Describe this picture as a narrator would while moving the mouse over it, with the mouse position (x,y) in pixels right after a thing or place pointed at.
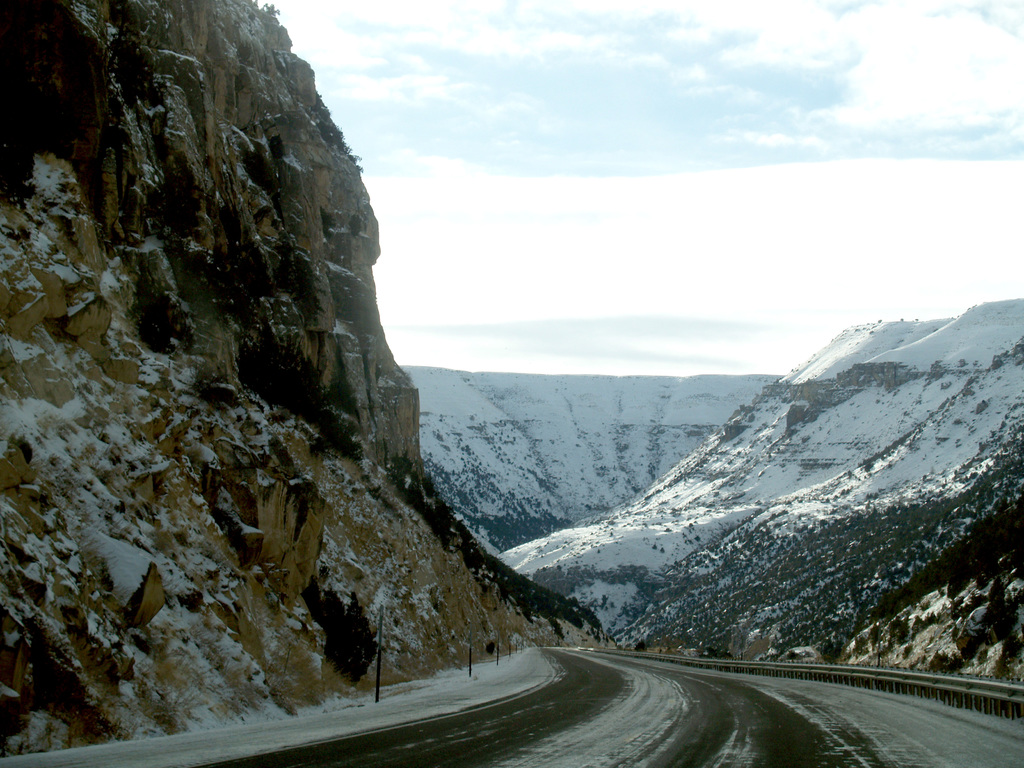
In this picture we can see few mountains (630,389) are covered with snow (1011,413). There is a path (685,702) and some fencing (761,659) on the path (1004,732). Sky (552,227) is cloudy.
